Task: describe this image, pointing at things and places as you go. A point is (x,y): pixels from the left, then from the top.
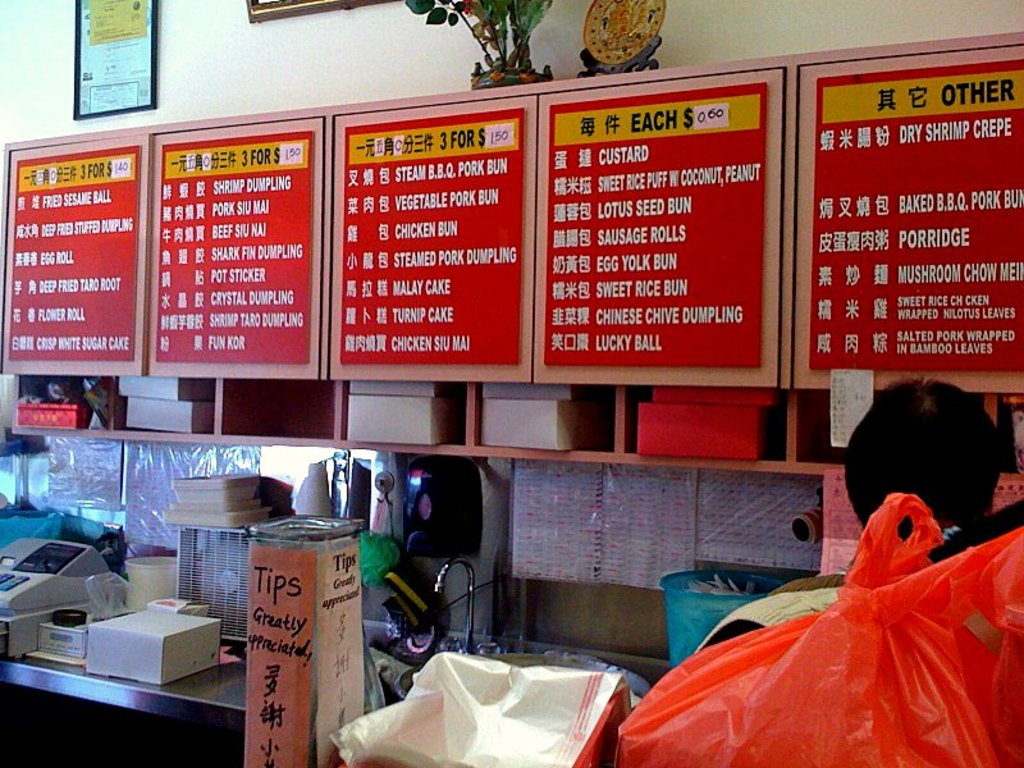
In this image, we can see a table (233,713) contains some objects (36,536). There are boards (415,214) in front of the wall (366,76). There are boxes (738,413) in the middle of the image (526,441). There is a shield (613,49) at the top of the image (596,15). There is a photo frame (152,34) in the top left of the image (114,29).
